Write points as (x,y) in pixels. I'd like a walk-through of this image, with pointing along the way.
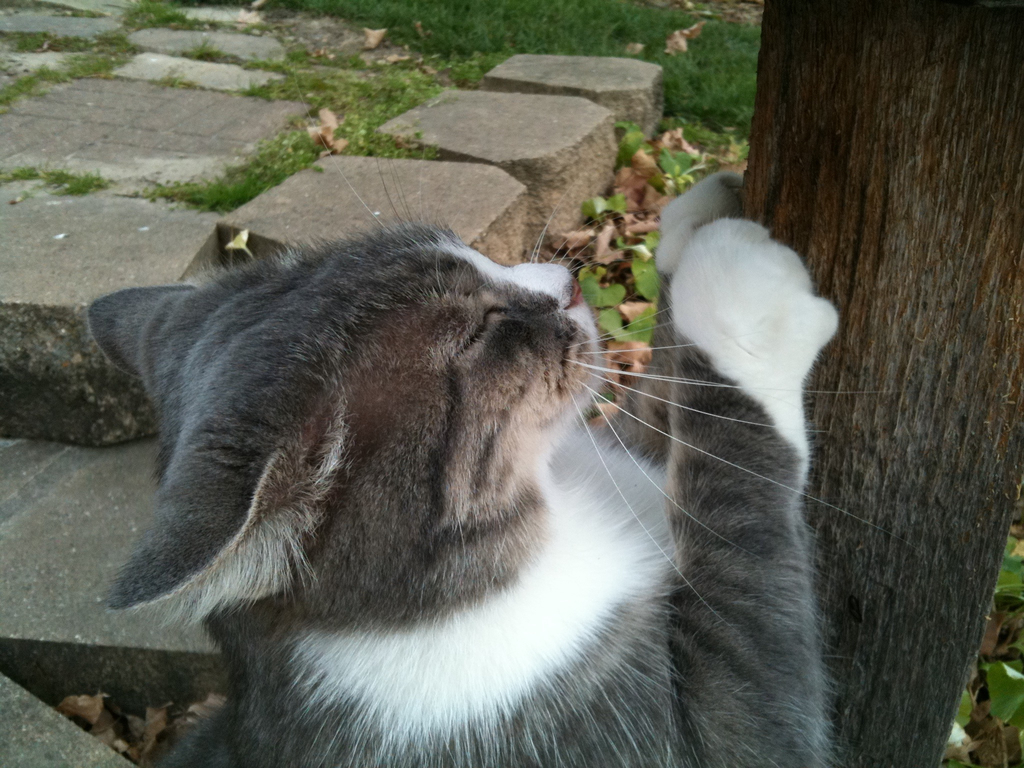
As we can see in the image there is a gray and white color cat (530,471), grass (425,17) and tree stem (932,357).
